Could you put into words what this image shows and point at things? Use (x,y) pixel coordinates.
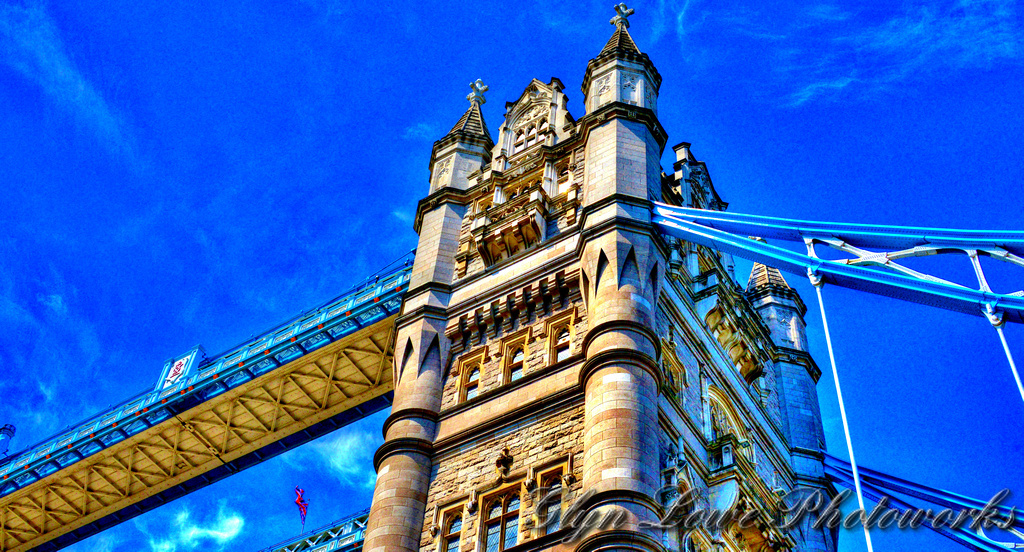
In this picture we can see a bridge (373,364), building (540,342) and few metal rods (871,270), and also we can see clouds (360,448), at the right bottom of the image (686,507) we can see some text (837,512).
